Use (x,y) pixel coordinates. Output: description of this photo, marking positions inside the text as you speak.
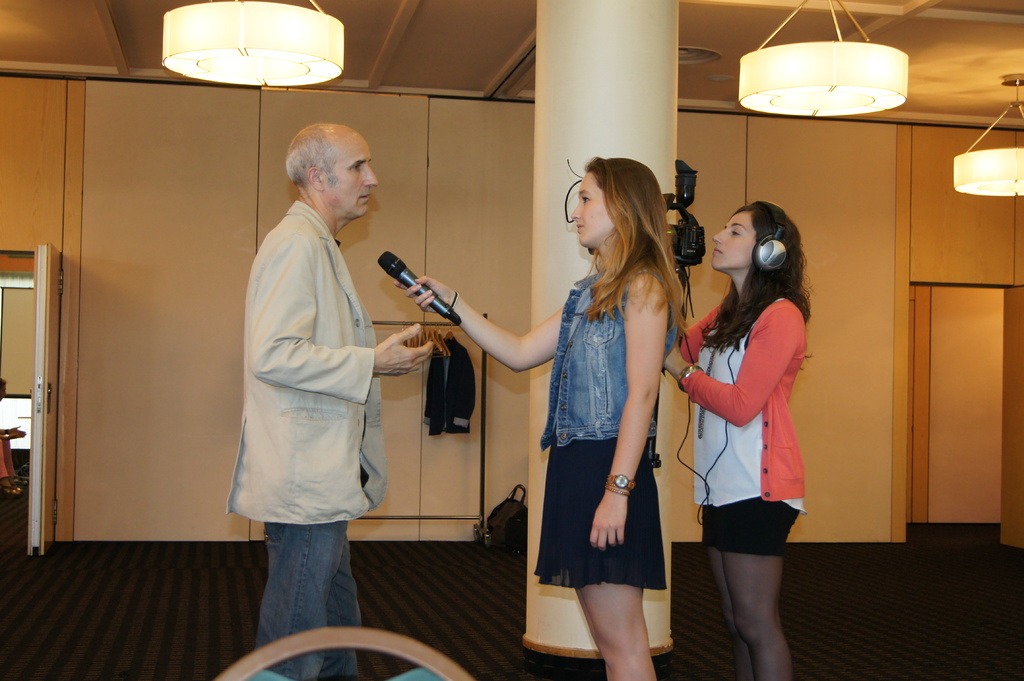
In the center of the image (579,327) we can see a lady (612,338) is standing and holding a mic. On the left side of the image (251,389) we can see a man (295,311) is standing and talking. On the right side of the image (785,282) we can see a lady (779,421) is standing and holding a camera (696,247) and wearing headset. In the background of the image (954,342) we can see the wall (685,115), pillar (582,145), lights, door (43,427), bag (497,514), cloth (463,427), cupboard (405,414). At the bottom of the image (877,615) we can see the floor (503,638). At the top of the image (415,46) we can see the roof (469,91).
